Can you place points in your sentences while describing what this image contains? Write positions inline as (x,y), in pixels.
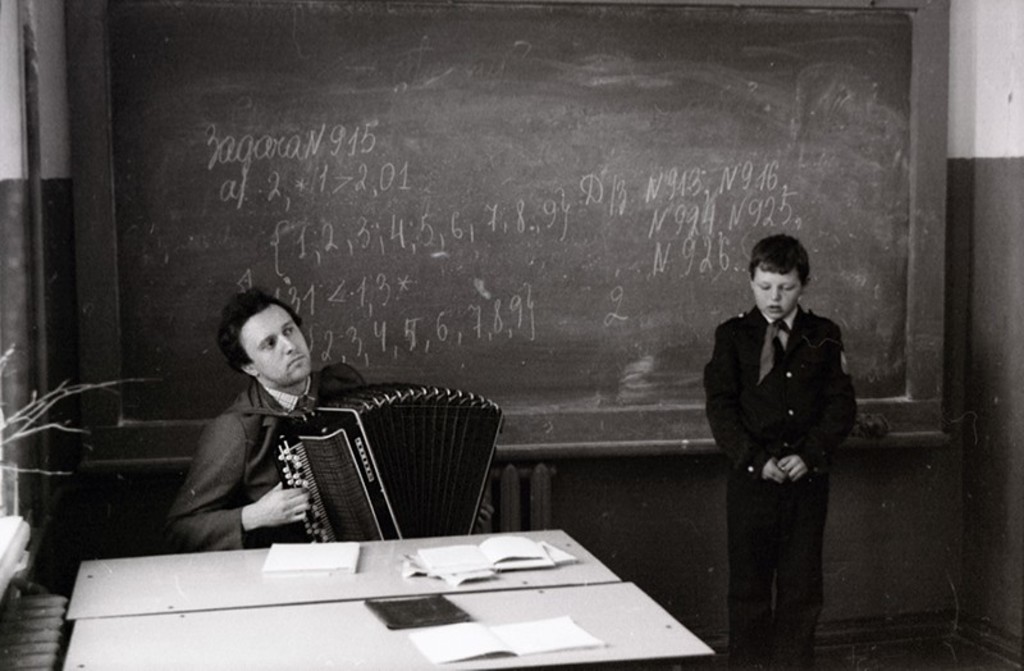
This is a black and white picture. On the left (239,592) there are tables (381,598), books (434,554) and a person (264,417) playing accordion (366,420). On the right (789,442) there is a kid (776,445) standing. Behind them there is a blackboard (524,251), on the blackboard (460,229) there are numbers (402,220) and text (326,238). On the left (22,409) there are plant (17,436), pipe (35,338) and wall (12,173). On the right (994,258) it is wall (1007,379).
